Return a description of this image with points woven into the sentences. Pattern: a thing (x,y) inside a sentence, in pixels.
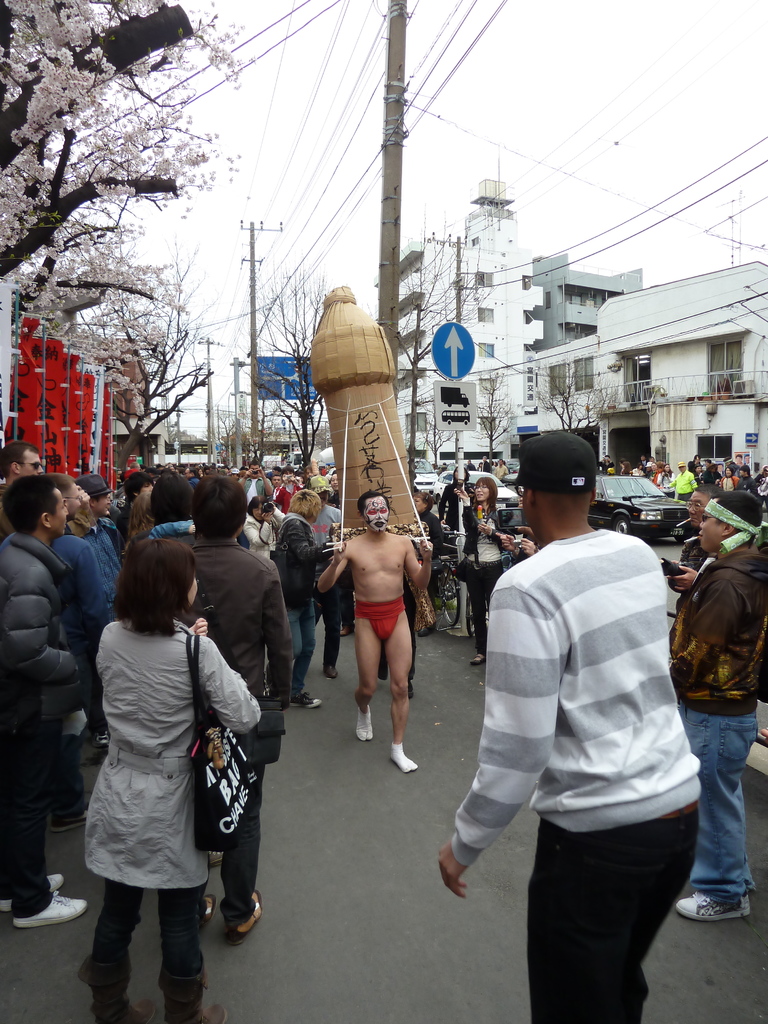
In this image I can see group of people (731,761) standing. In front (547,641) the person (560,757) is wearing white and black color dress (600,804), background (683,323) I can see few sign boards (606,451), trees (114,70), buildings (592,399) in white and gray color, few electric poles (395,219) and the sky (340,143) is in white color.
